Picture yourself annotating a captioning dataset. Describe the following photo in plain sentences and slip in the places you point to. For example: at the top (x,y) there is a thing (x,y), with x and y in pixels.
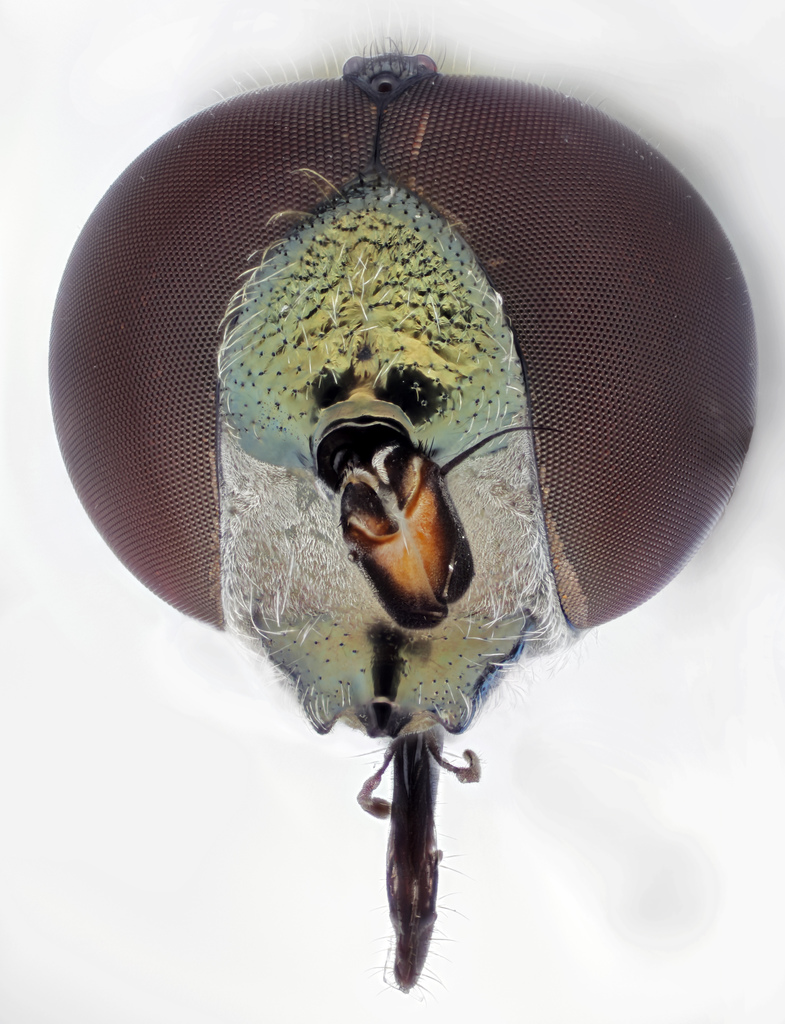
In this image we can see an insect (332,525) and the background (678,53) is in white color.
